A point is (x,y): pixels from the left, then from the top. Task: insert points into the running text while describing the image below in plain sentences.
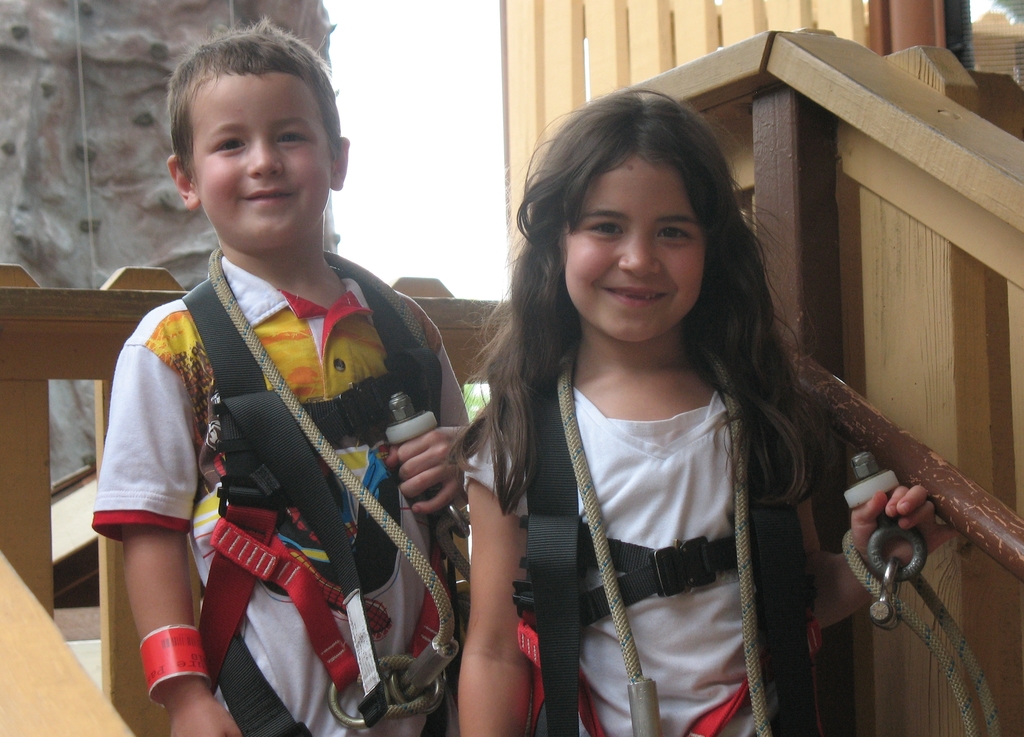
In this image there is a boy (320,314) and a girl (581,379) standing with a smile on their face (630,302) are wearing ropes (588,492) and carabiner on them, behind them there is a wooden fence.
